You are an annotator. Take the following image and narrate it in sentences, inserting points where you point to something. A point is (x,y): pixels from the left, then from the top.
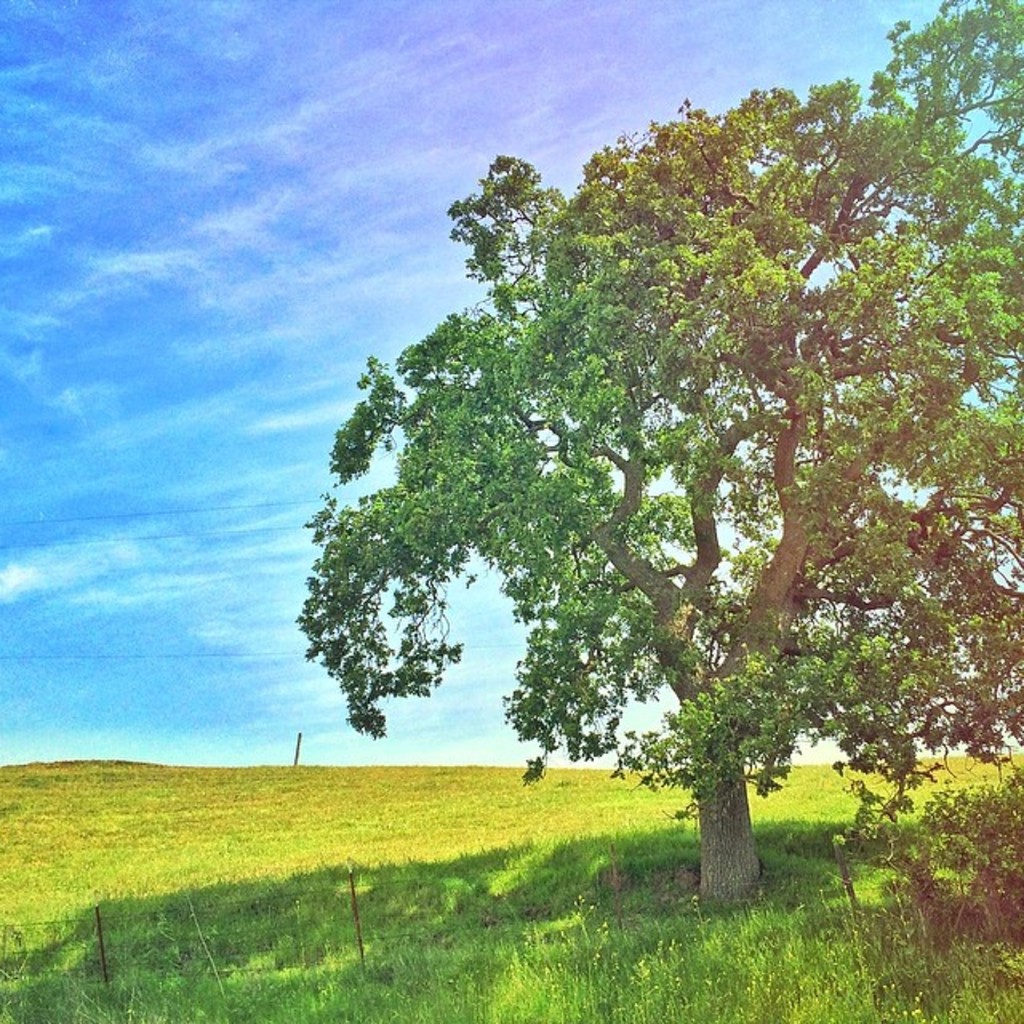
In the image we can see a tree (674,430), plant (966,872), grass (376,810), blue sky (141,365), small pole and fence wires (89,919).
